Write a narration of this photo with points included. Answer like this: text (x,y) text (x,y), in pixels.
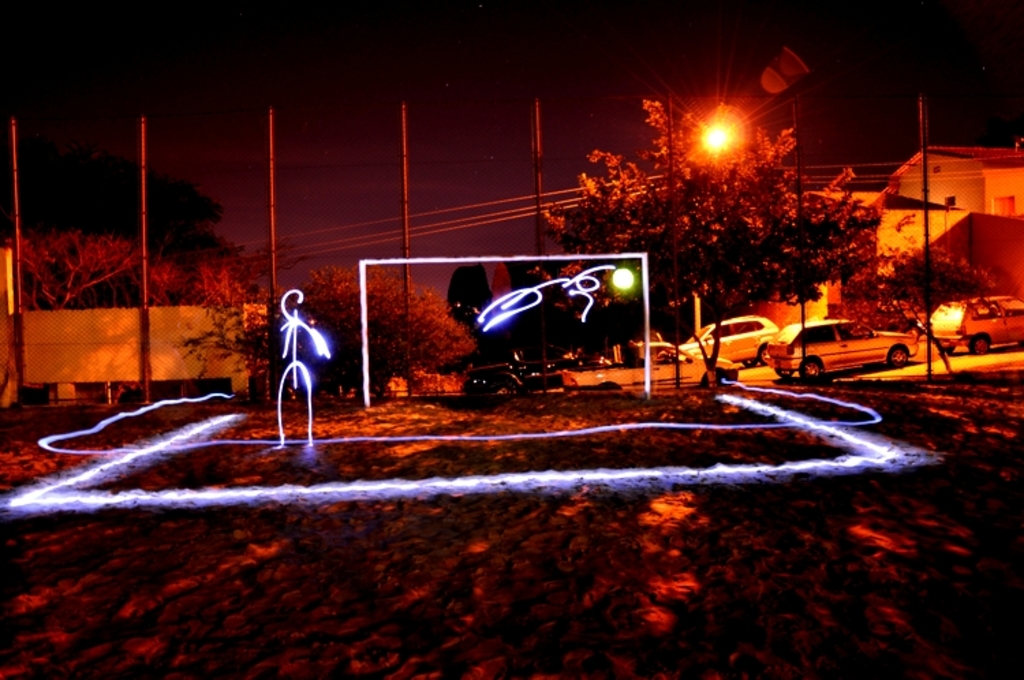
In this image we can see laser lights (369,347), trees (343,357), poles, building (1013,188), vehicles (945,329), lights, walls (101,330) and mesh (111,336).
